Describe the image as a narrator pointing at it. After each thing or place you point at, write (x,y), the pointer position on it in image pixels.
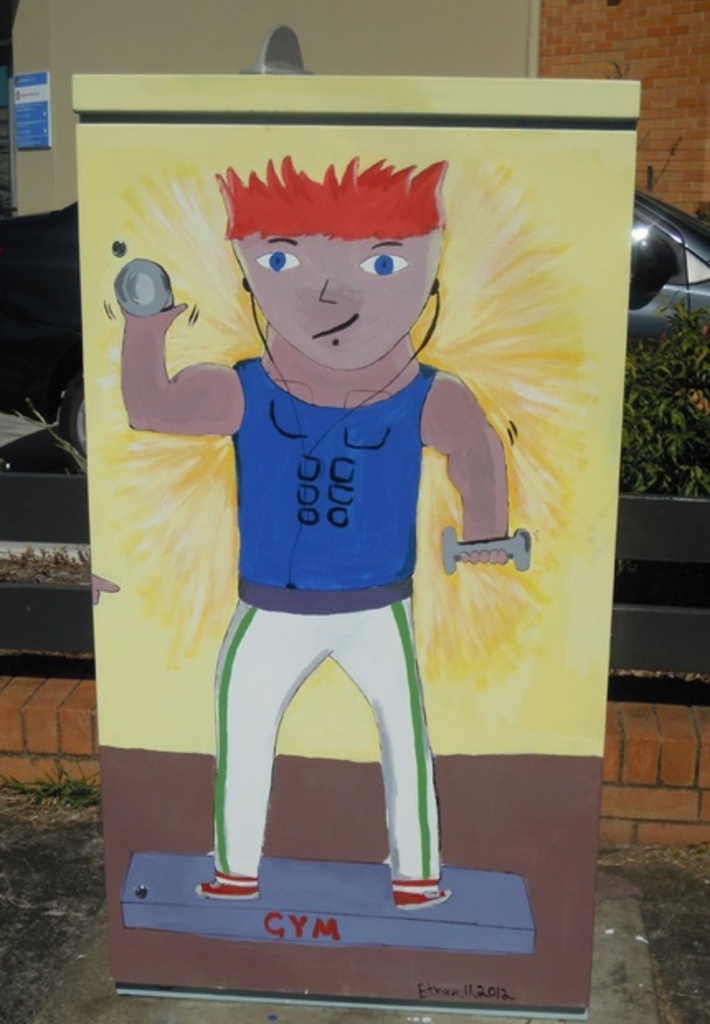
Here I can see a board (338,752) which consists of a painting (242,635) of a person (265,614). Behind there is a wall (674,786), railing (679,631) and a car (654,308). On the right side (650,431) few leaves (661,411) are visible. In the background (391,14) there is a wall (287,7).
